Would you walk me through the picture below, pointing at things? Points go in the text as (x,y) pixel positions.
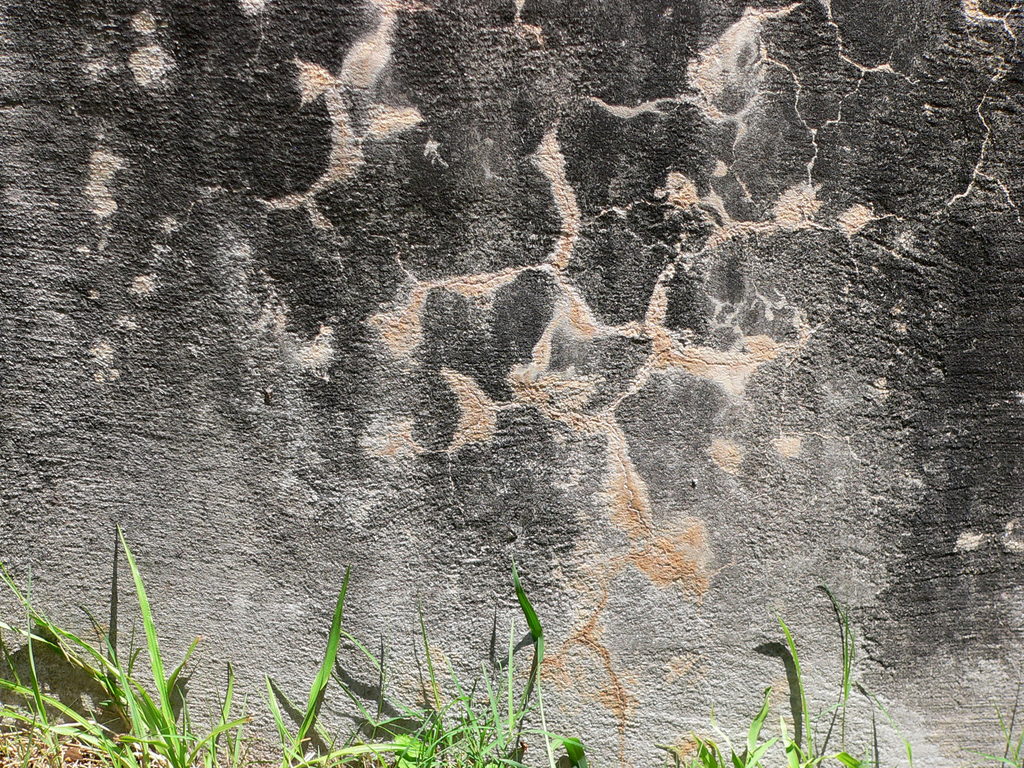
In this picture we can see grass (842,759) at the bottom (172,681), it looks like a rock (483,314) in the background (508,283).
